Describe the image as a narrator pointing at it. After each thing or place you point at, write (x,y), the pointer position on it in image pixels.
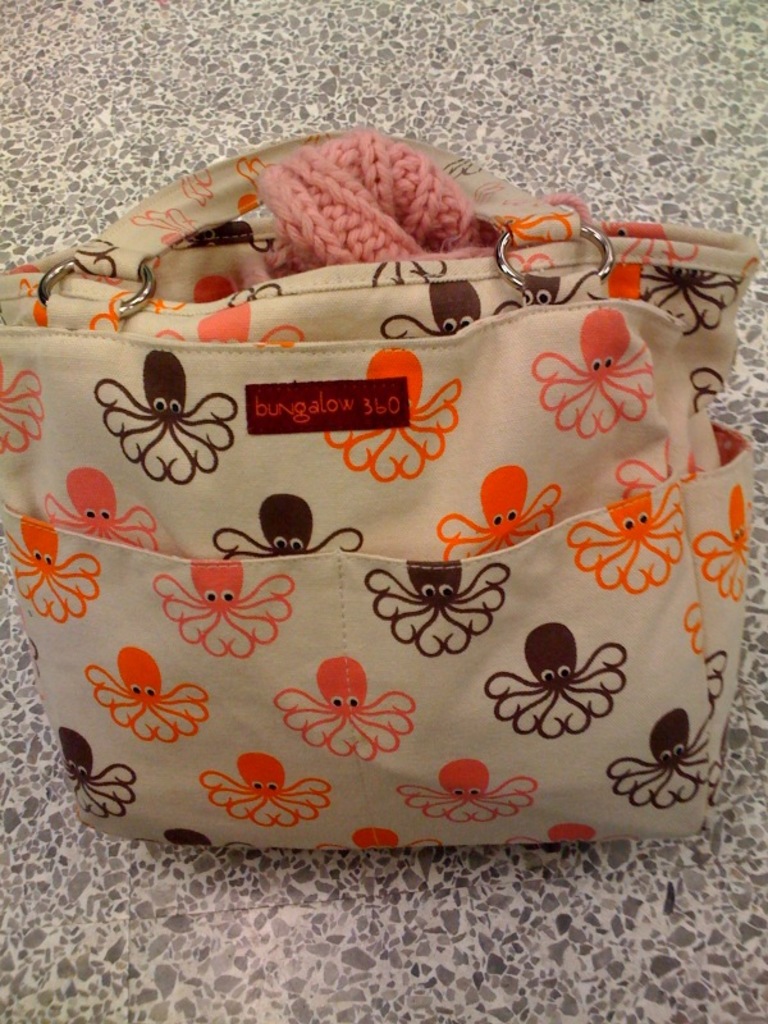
This is a handbag (366,619) and we can see some designs (361,752) on it.
